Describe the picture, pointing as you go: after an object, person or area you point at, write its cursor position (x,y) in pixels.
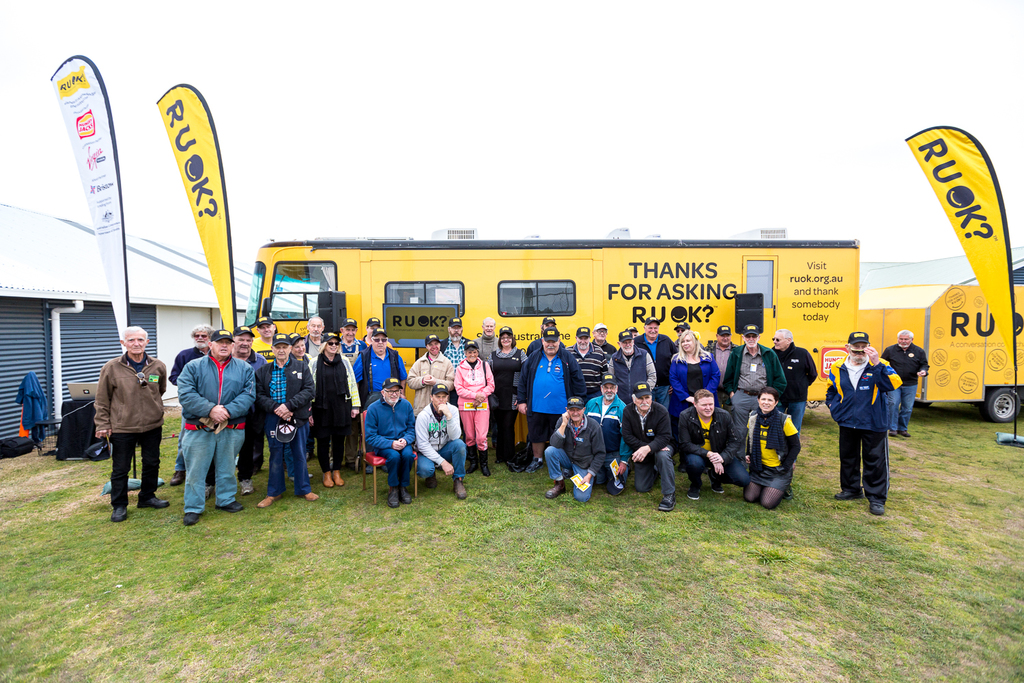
In the center of the image (565,434) we can see many persons (800,405) on the grass (572,533). On the right side (1015,424) we can see vehicle (939,321) and flag (977,198). On the left side of the image (77,318) we can see flags (204,221) and shed (170,315). In the background (586,278) we can see bus (857,272) and sky (710,190).
